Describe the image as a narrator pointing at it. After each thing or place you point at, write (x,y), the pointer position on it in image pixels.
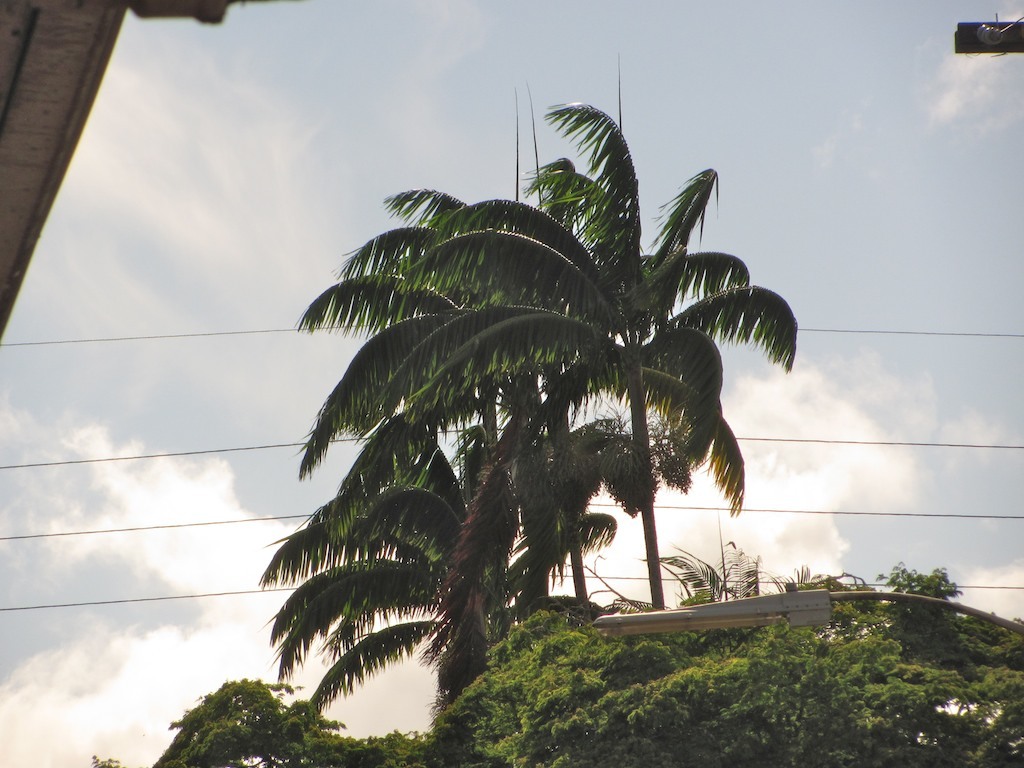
In the image there are many trees (440,532) and in between the trees (500,329) there are some wires (795,439), there is a street light (739,603) on the right side (701,610).
